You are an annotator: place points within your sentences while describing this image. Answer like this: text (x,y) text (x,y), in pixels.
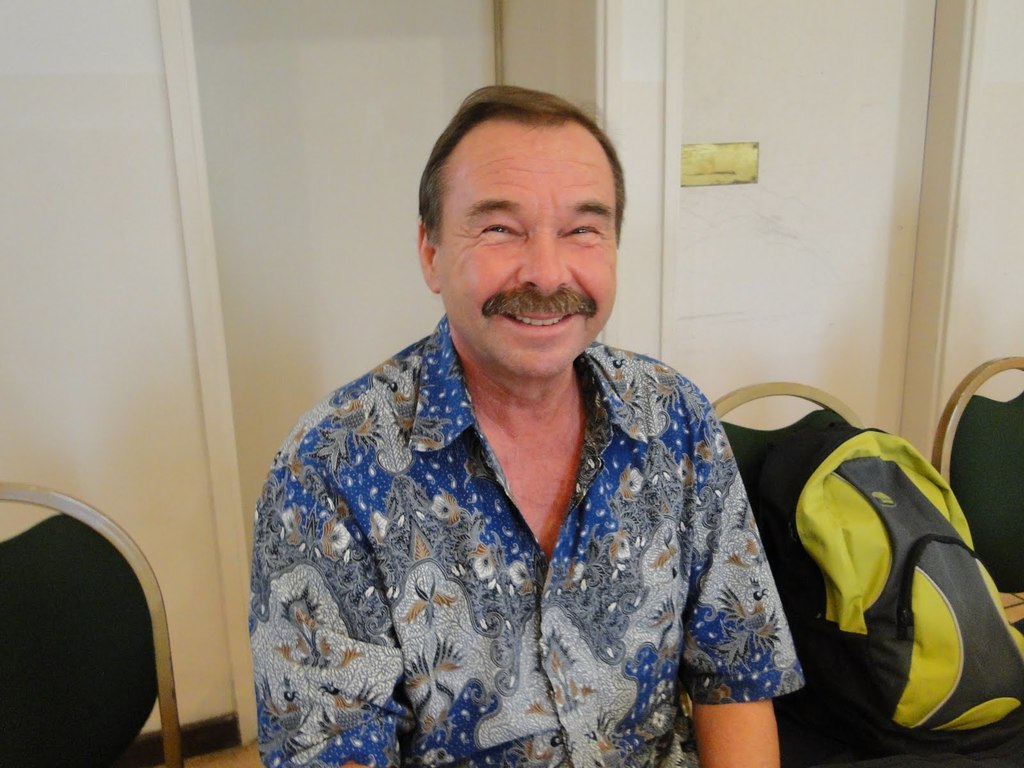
In this image in the foreground (480,505) there is one person (471,505) who is sitting on a chair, and beside him there are some chairs (33,690). On the chair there is one bag (816,529), and in the background (627,159) there is a wall (768,205) and a plate (730,166).
